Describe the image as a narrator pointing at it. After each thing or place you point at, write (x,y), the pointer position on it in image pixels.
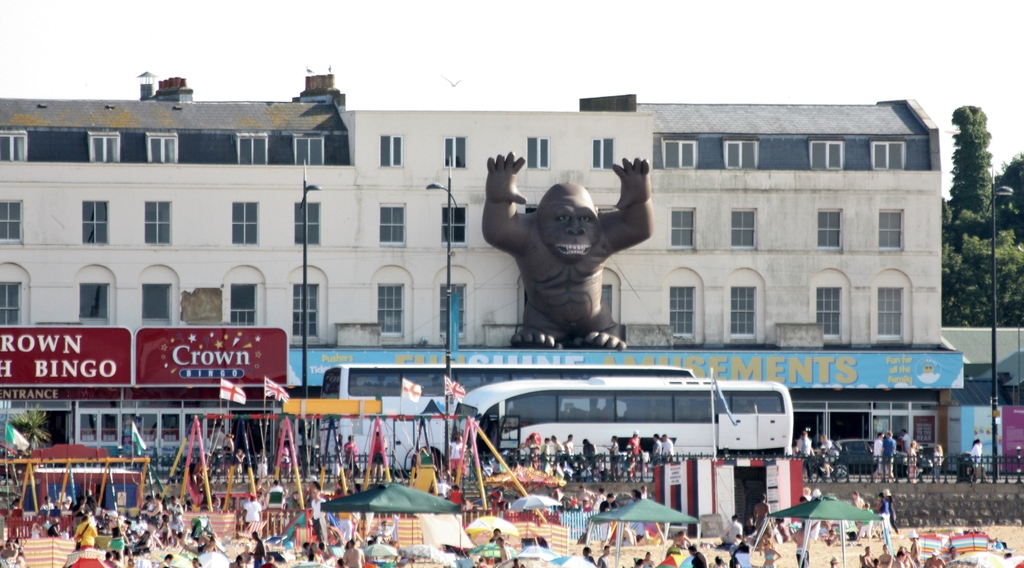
In this image I can see group of people (807,500), some are standing and some are walking. I can also see few tents (820,509) in green color, background I can see few poles (246,428) in multi color, few vehicles (408,445). I can also see few boards (125,361) attached to the buildings (170,288) and the buildings (270,291) are in white and cream color and I can also see an animal statue (543,331), few light poles (304,224), trees (975,274) in green color and the sky (476,42) is in white color.
